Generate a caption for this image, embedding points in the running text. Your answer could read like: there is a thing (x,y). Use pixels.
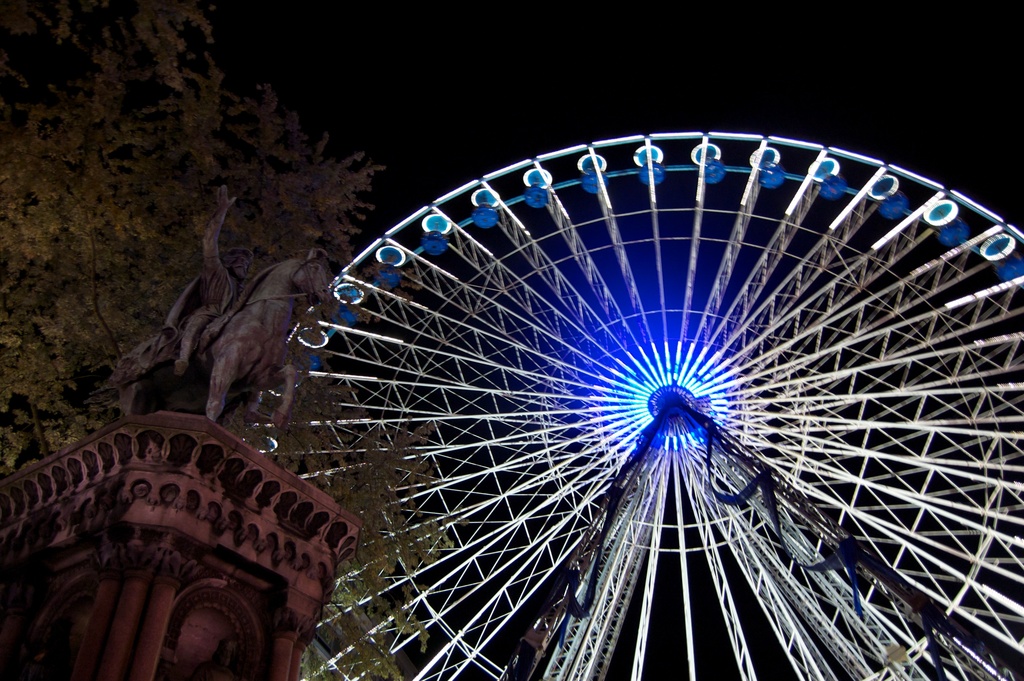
There is a sculpture (210,317), giant wheel (855,261) and a tree (221,155) at the left (146,177).
